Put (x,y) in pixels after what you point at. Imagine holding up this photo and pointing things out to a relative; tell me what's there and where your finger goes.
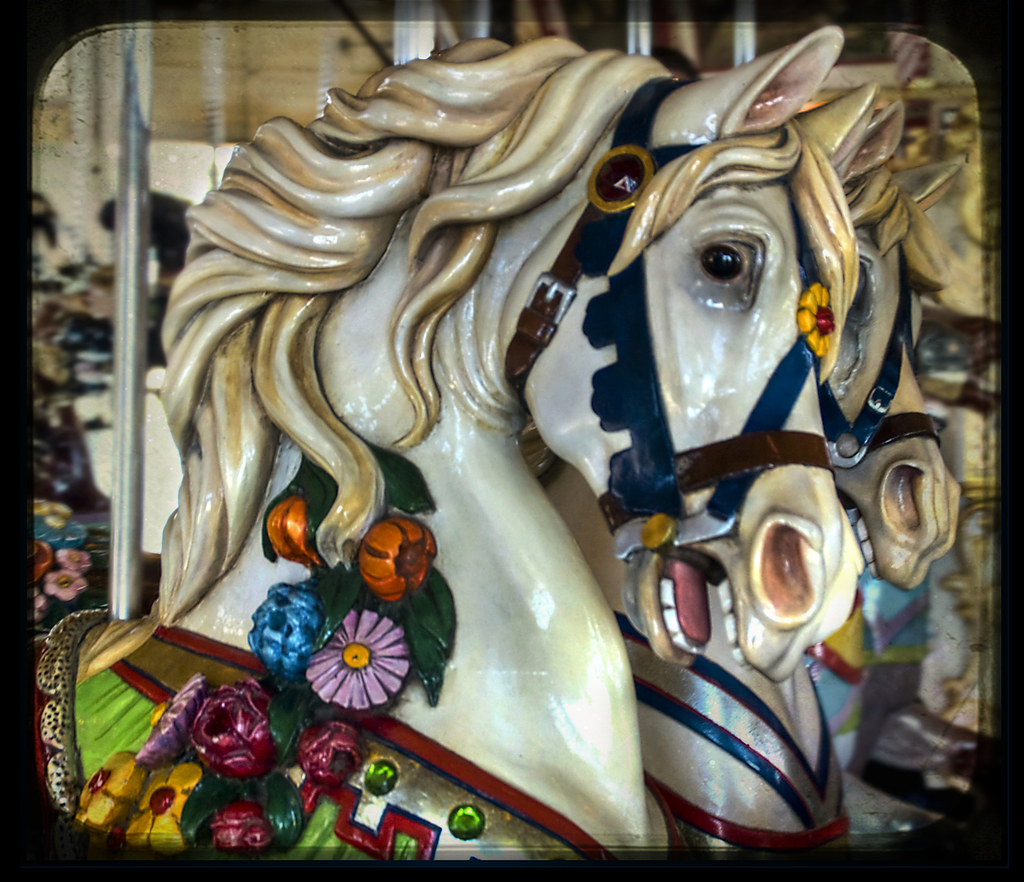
In this image we can see a statue of the horse (497,558). In the background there is a mirror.
